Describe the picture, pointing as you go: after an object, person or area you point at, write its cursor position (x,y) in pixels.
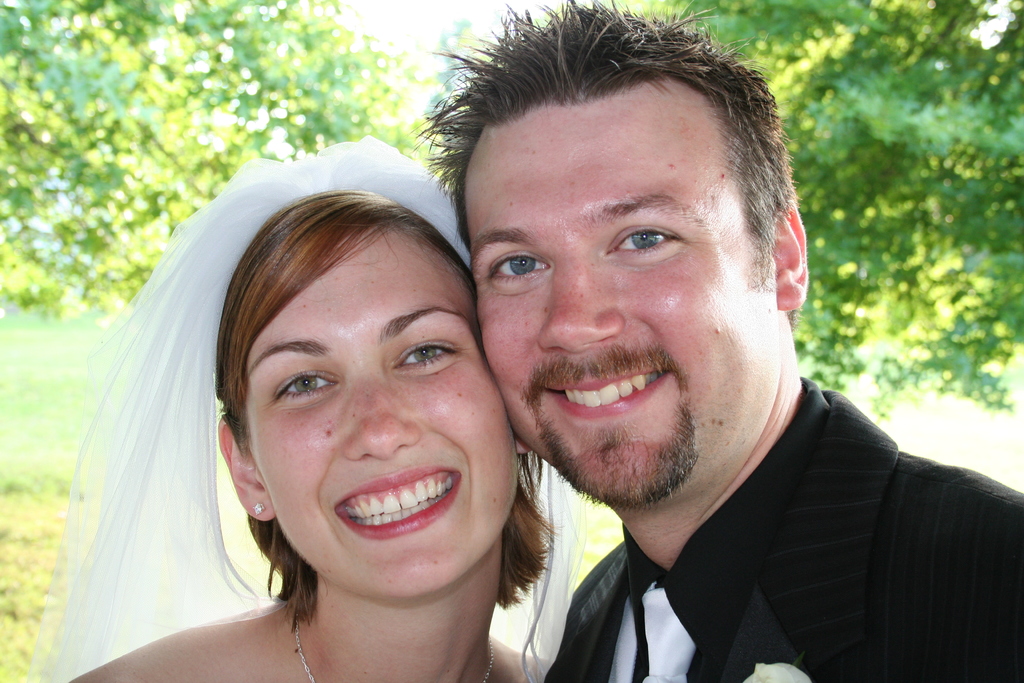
In this image we can see two people (562,422) smiling, behind them there are some trees (143,117) and also we can see the sky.
